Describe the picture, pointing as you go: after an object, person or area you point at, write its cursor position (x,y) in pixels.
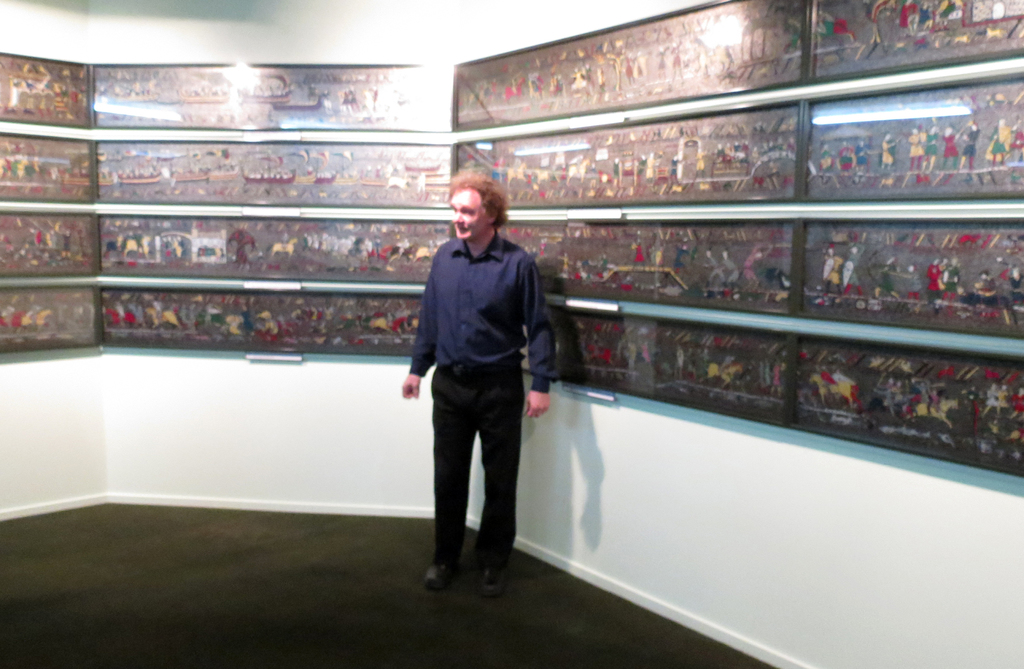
This image consists of a person (507,428) who is wearing navy blue shirt (485,338) and black pant (473,431). He is wearing shoes (433,581). He is in a room (325,343). There are so many photo frames (700,385) all over the wall (82,410).
